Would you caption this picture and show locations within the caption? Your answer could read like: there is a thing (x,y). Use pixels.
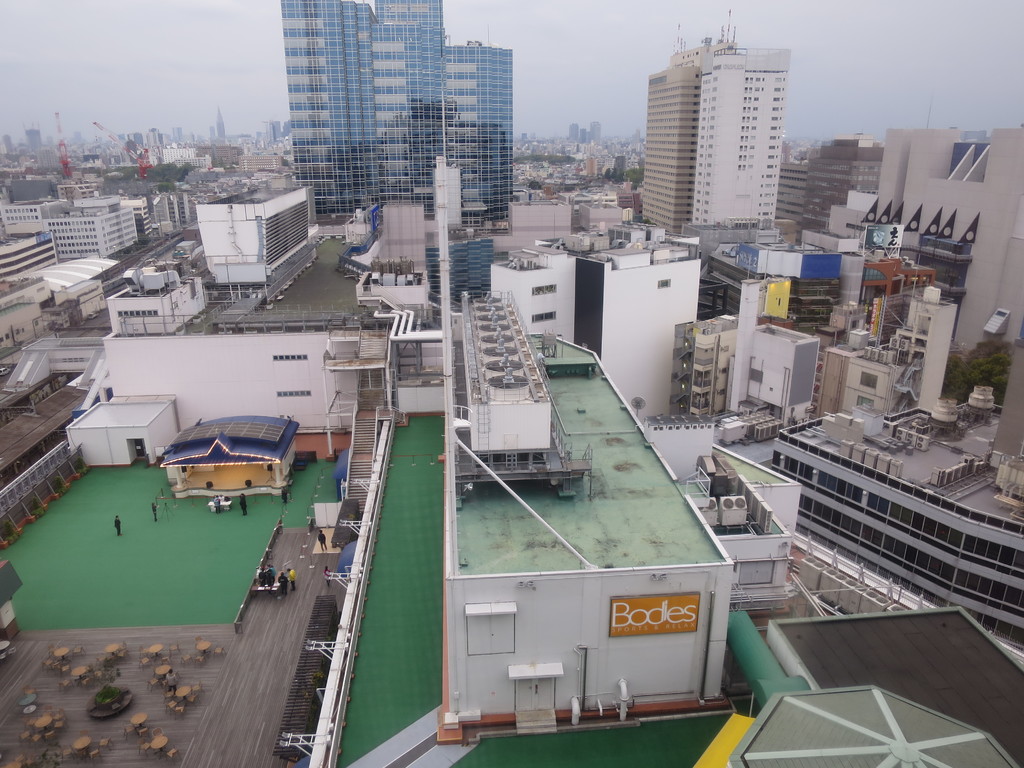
In this picture there is a top view of the buildings (459,641). In front (512,672) there is building (490,400) with many Ac duct fans (507,348). Behind we can see big glass buildings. On the left side of the image (42,557) we can see small grass lawn (109,569) and some wooden tables (162,744) and chairs (150,747).
